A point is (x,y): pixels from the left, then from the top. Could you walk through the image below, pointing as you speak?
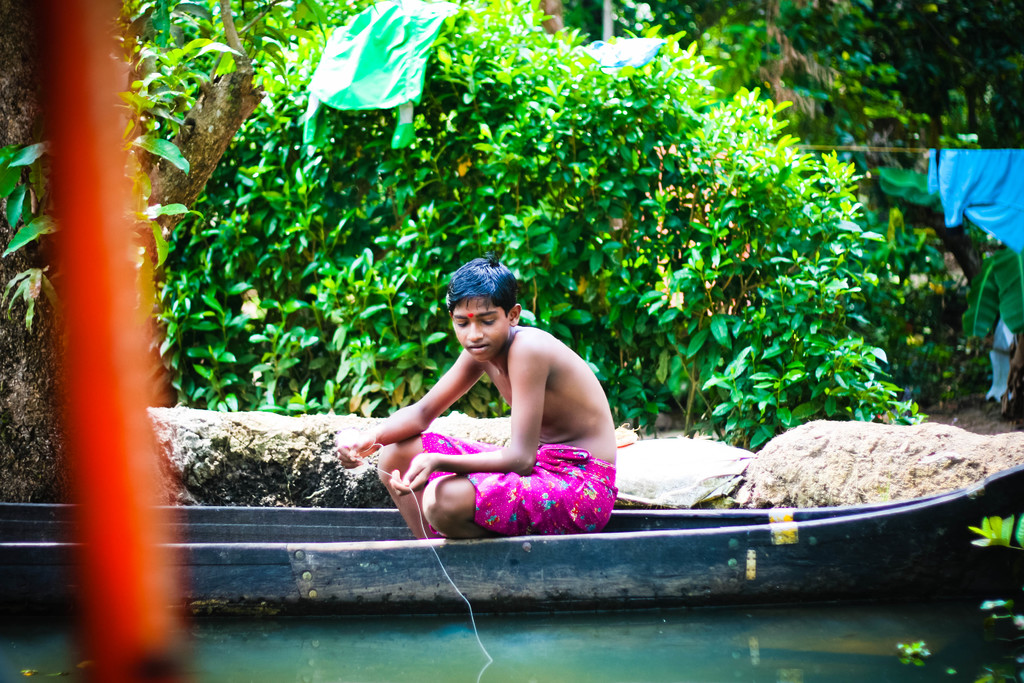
In this picture we can see a boy (443,504) is sitting on a boat (490,575) and the boat (476,598) is on the water (560,616). Behind the boy (578,499) there are rocks (831,462), trees (503,152) and clothes (986,169).
